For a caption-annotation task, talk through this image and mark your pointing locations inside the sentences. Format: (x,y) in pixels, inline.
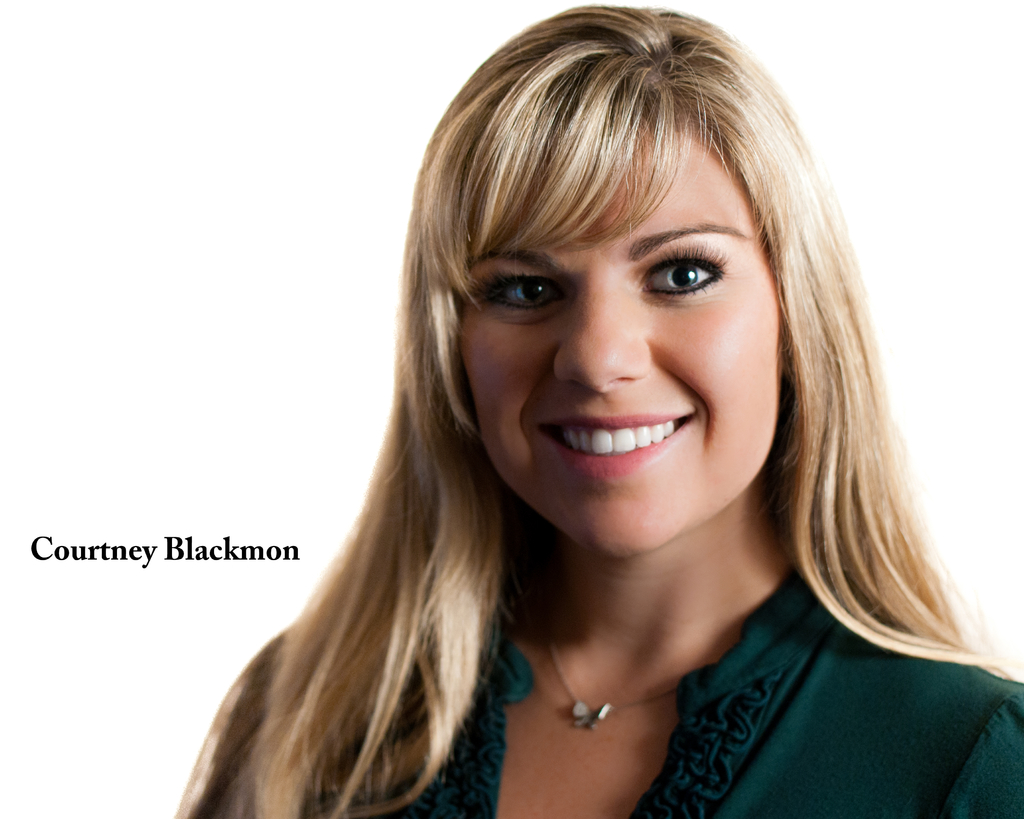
In this image, I can see the woman (606,613) smiling. I think this is the watermark (168,548) on the image. The background (270,501) looks white in color.
